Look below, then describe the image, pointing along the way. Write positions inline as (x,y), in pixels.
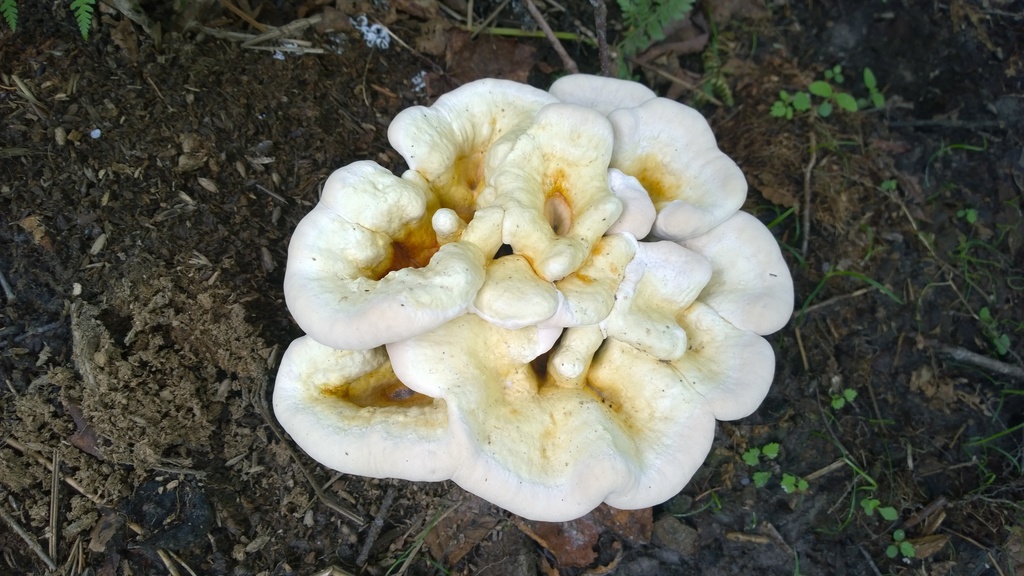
In the center of the image (564,343), we can see mushrooms (473,229) and at the bottom (48,418), there is ground (795,132).
